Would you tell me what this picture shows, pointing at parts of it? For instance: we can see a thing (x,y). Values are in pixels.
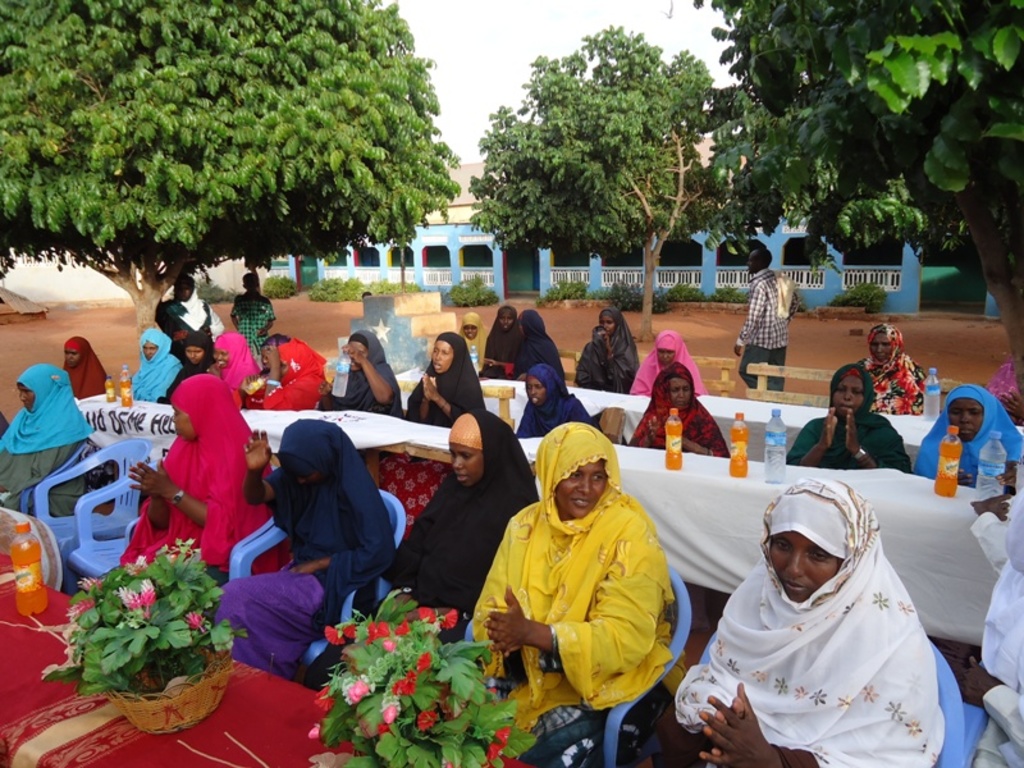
There are people (905,760) sitting on chairs (940,765) and we can see bottles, flowers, plants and clothes (301,745) on table (702,456). In the background (691,284) we can see people (618,338), trees (443,189), house (917,295), plants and sky (478,103).
